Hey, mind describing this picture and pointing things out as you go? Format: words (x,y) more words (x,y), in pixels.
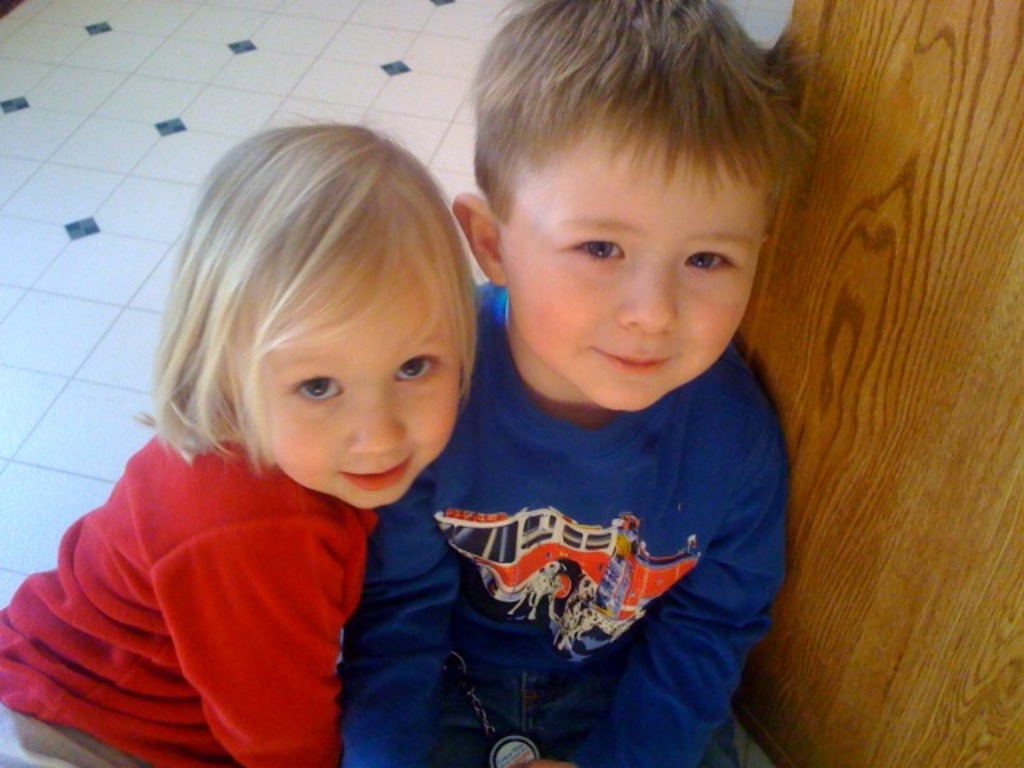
In this image we can see there are two persons (530,550) sitting on the floor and at the side we can see the wooden object (897,398).
